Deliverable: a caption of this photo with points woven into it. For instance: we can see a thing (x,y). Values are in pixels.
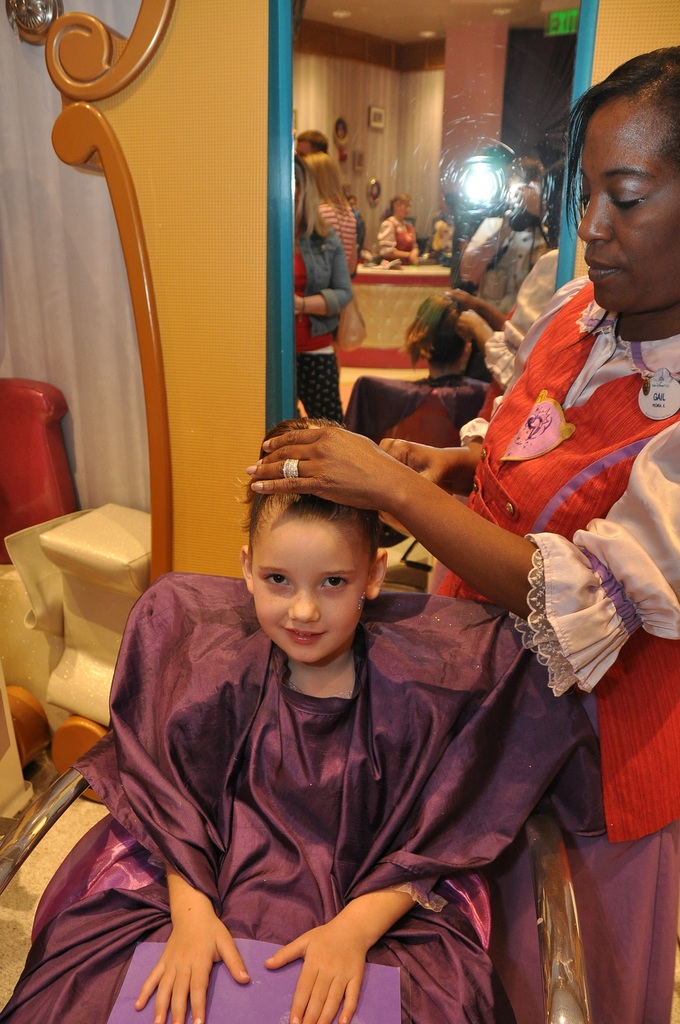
As we can see in the image there is a wall (259,132), curtain (71,253), group of people (647,192), mirror (425,242) and chair (14,826). The woman (657,322) standing on the right side (607,518) is wearing orange color dress (636,450).
